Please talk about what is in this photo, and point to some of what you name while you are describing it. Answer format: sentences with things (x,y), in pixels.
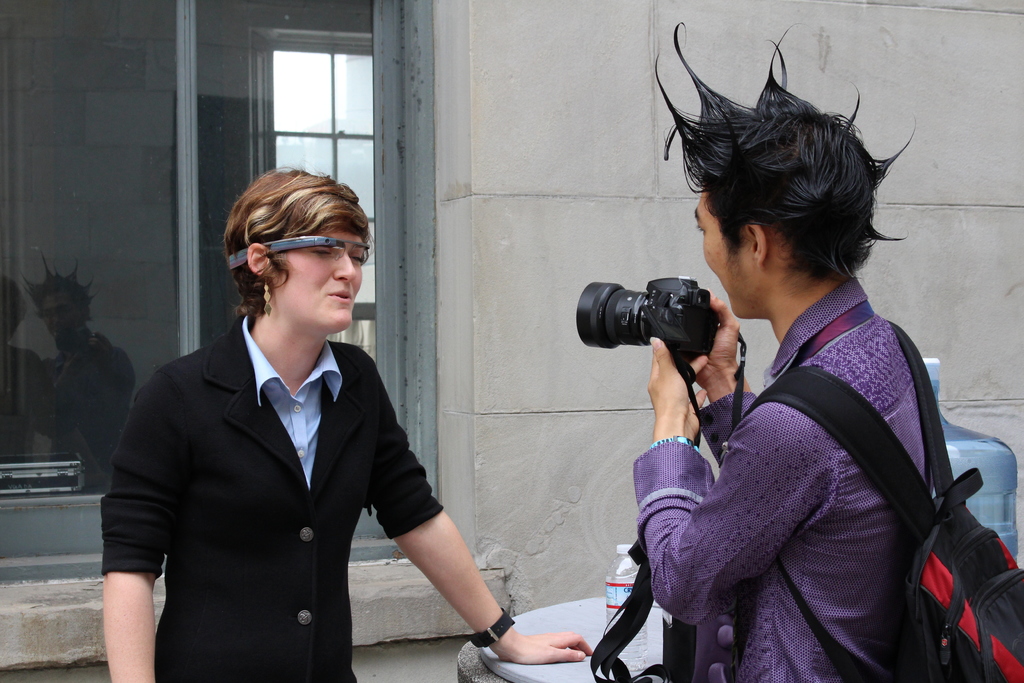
On the background (555,20) we can see a wall (561,66) and a window (223,115). Here we can see one man (690,161) wearing a backpack (900,451) and holding a camera (680,316) and recording this woman (348,434). Here we can see a water bottle (612,597).
